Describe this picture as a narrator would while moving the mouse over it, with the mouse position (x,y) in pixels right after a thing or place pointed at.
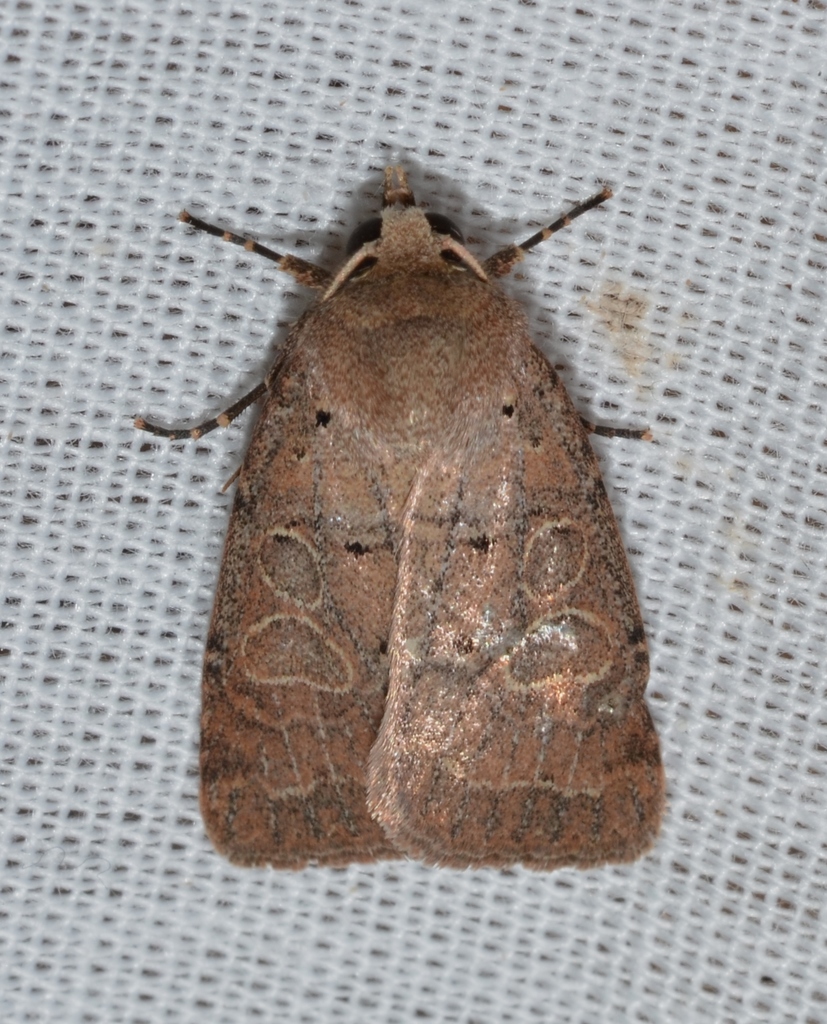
In this image I can see an insect (440,513) on a white color surface (57,501).
